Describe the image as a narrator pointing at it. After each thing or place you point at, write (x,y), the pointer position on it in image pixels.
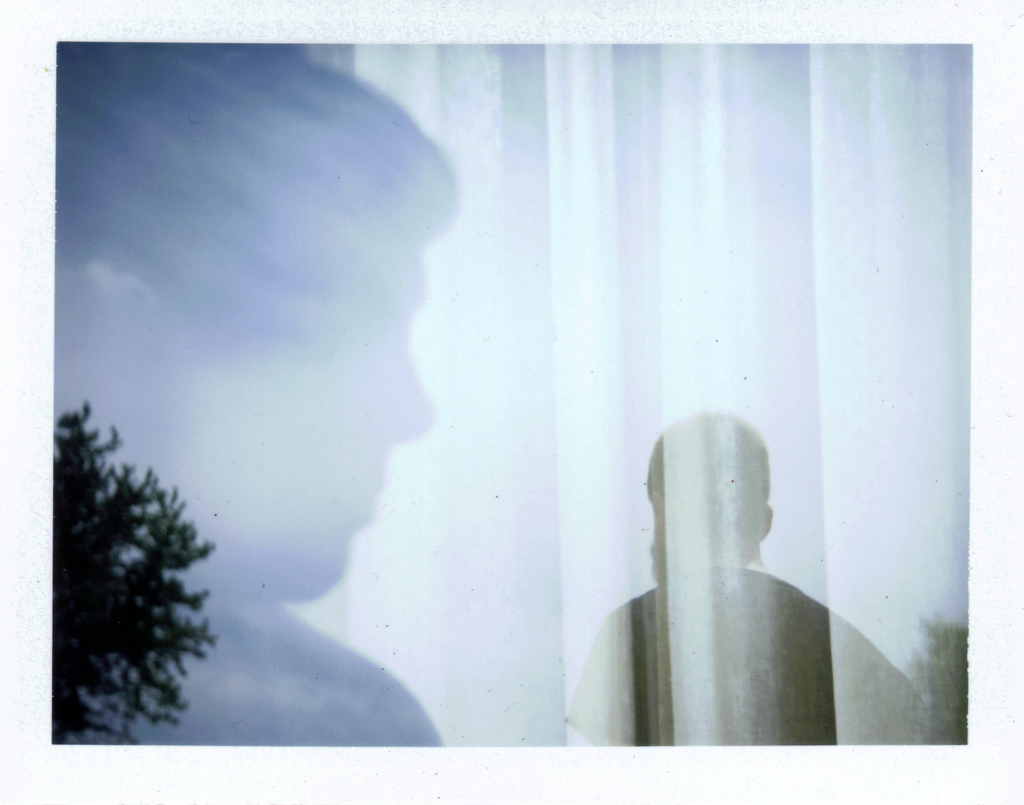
In this image we can see a shadow (339,464) of a person (344,185) and a tree (126,589) on the left side of this image (126,622).
